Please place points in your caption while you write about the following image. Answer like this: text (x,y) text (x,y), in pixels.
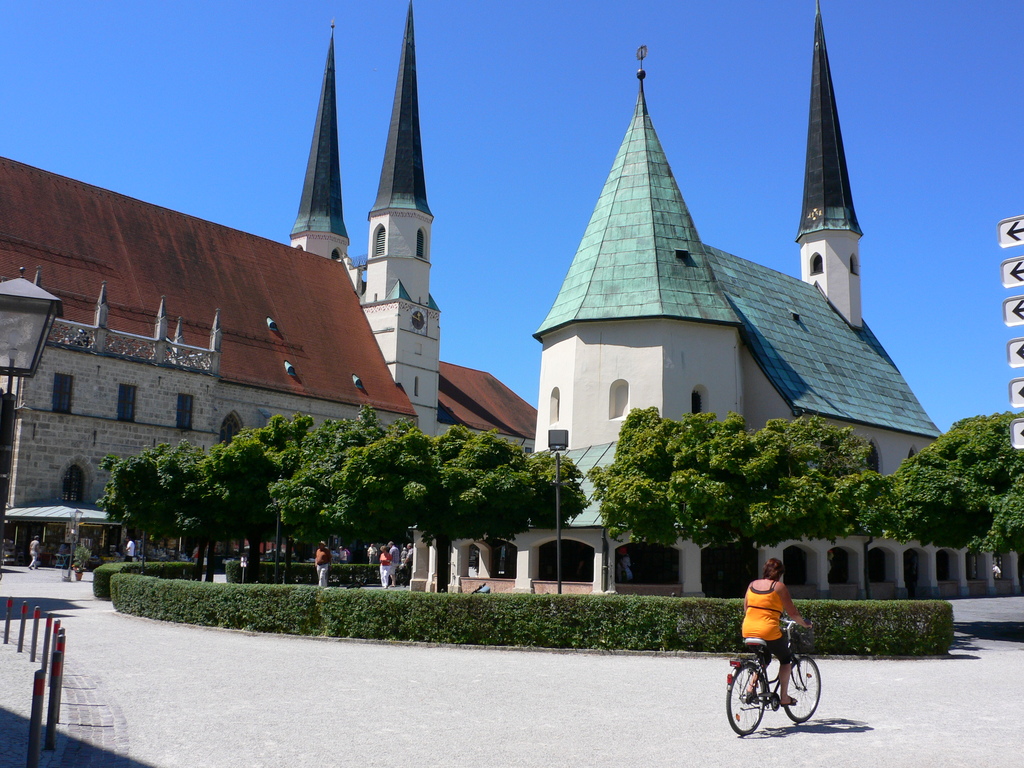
This picture describes about group of people (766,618), on the right side of the image (766,611) we can see a woman (754,631), she is riding bicycle (771,681), in front of her we can see shrubs (671,618), trees (574,508) and buildings (618,293).
